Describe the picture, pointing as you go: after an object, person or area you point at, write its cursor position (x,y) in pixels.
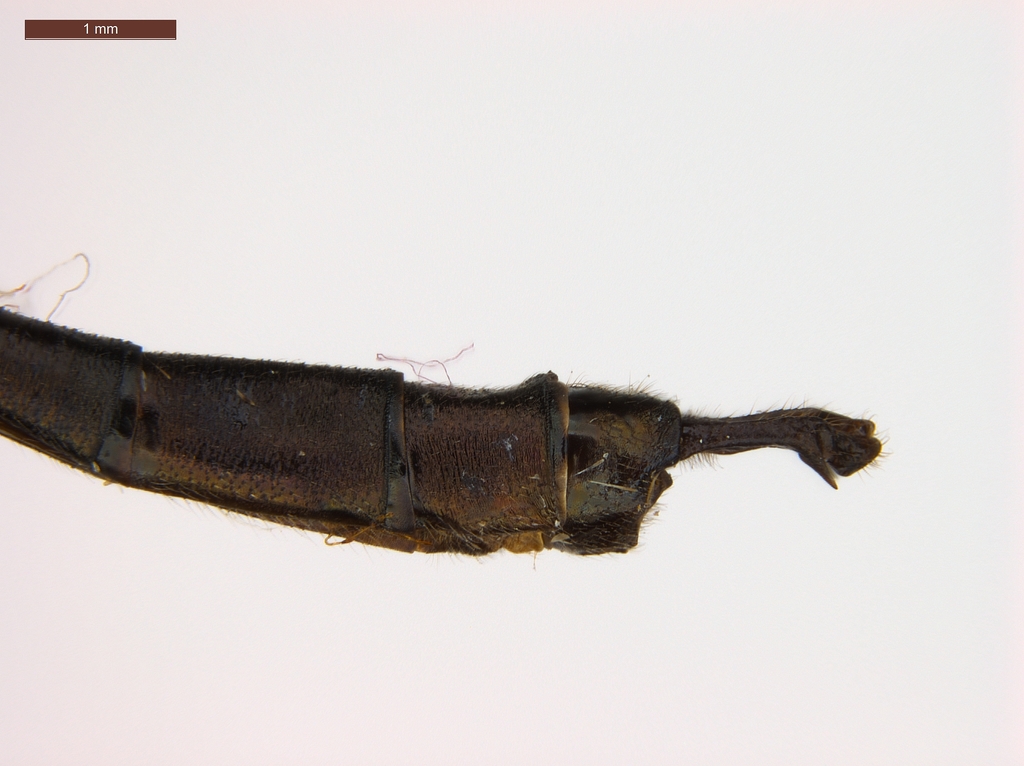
In the image there is a part (467,514) on an animal (527,452) in the front (581,453) and the background (868,262) is white.
